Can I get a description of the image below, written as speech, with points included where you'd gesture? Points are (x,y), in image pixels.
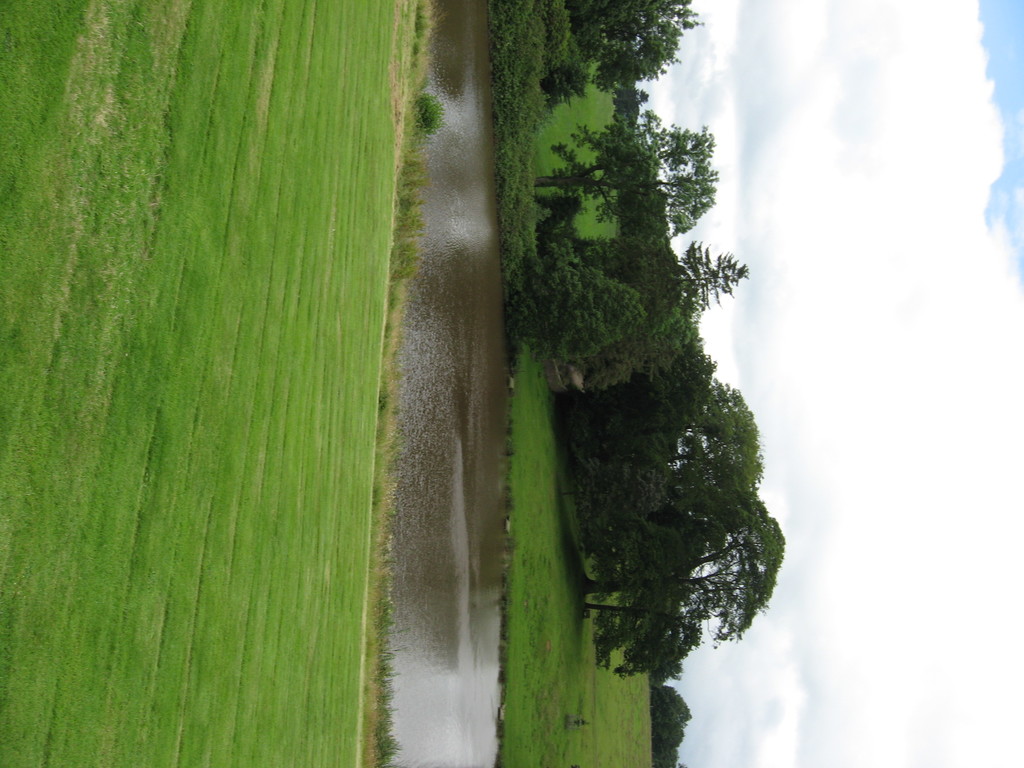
In the center of the image (432,502) there is water (451,640). At the bottom of the image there is grass (184,546) on the surface (132,602). In the background of the image (631,353) there are trees (681,500) and sky (924,291).
